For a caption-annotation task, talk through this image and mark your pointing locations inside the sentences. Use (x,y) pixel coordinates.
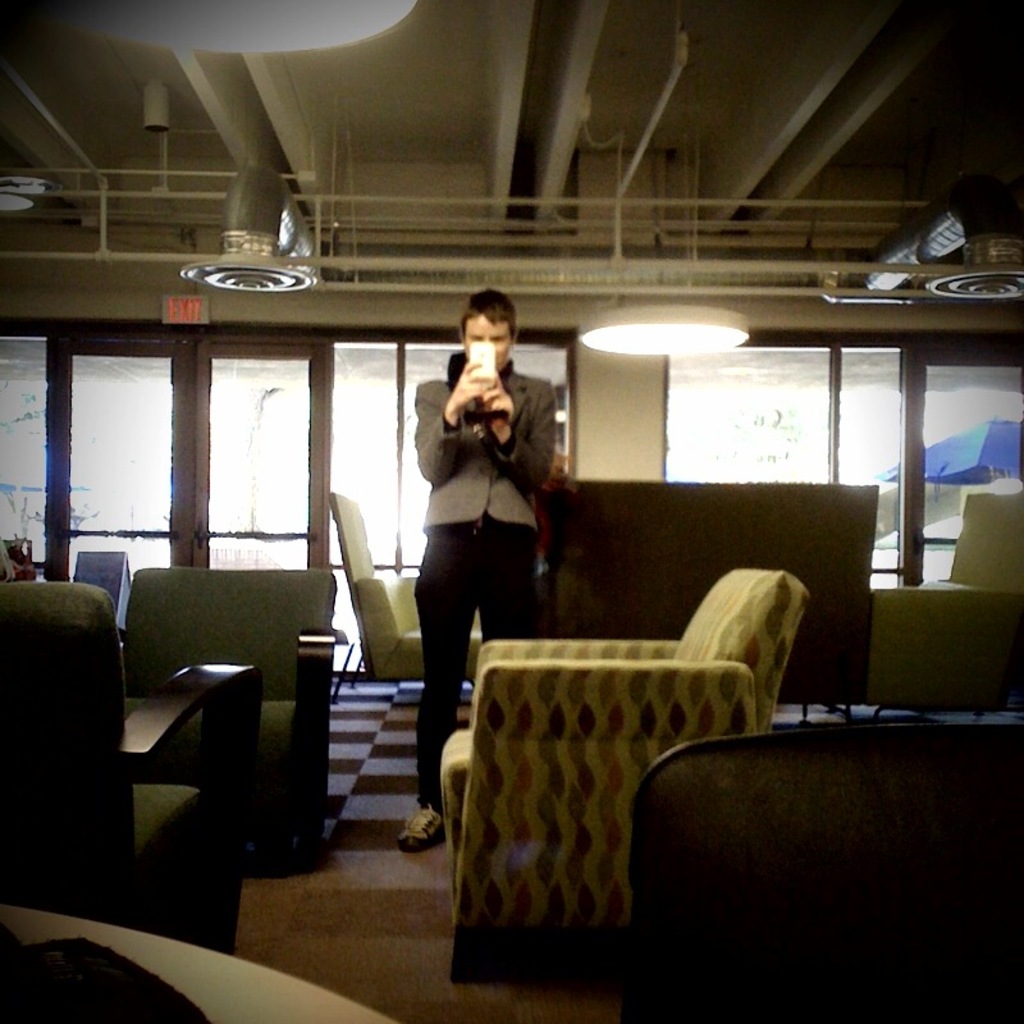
In this image I can see few couches (544,726) which are green and cream in color on the floor (438,891), a person (512,628) wearing grey and black color dress (466,503) is standing and holding a white colored object (489,360) in his hand (461,385). In the background (453,345) I can see few glass doors (270,433), the ceiling (341,272), few lights (700,312), few pipes (483,282) and I can see a blue colored umbrella (987,478).
